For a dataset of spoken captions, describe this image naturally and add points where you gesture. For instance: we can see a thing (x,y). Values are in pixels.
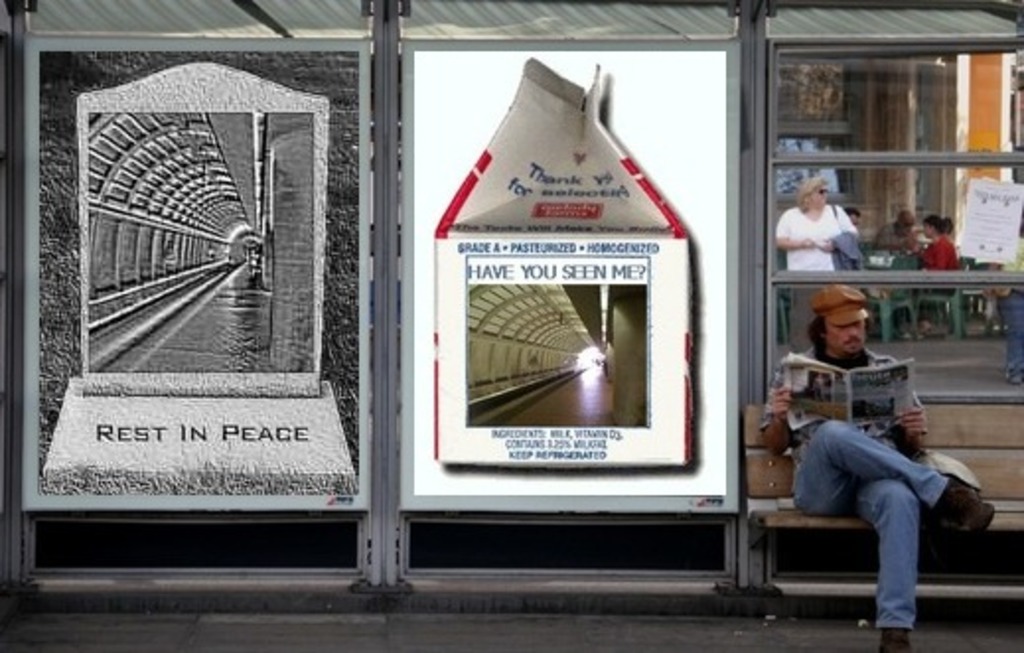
In this image, we can see a person (855,340) wearing cap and holding newspaper (828,386) and sitting on the bench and we can see some boards (558,357) and there is a glass door (914,235), through the glass (868,225) we can see people (840,211) and we can see some chairs (914,293) and tables (894,250).
